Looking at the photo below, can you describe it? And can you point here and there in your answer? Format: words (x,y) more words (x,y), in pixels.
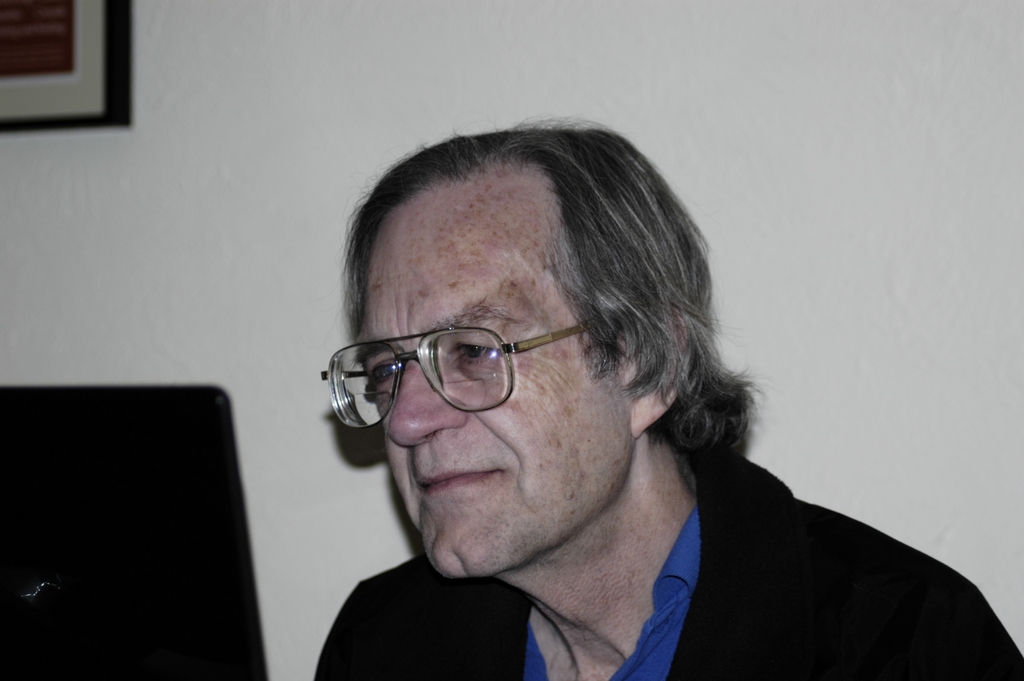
In this image, I can see an old man (502,424). He wore a suit (495,669), shirt (675,614) and spectacle (489,390). This looks like an object (199,472), which is black in color. At the top left corner of the image (110,104), I can see a frame (88,99), which is attached to the wall (292,79). This wall (609,92) looks white in color.
